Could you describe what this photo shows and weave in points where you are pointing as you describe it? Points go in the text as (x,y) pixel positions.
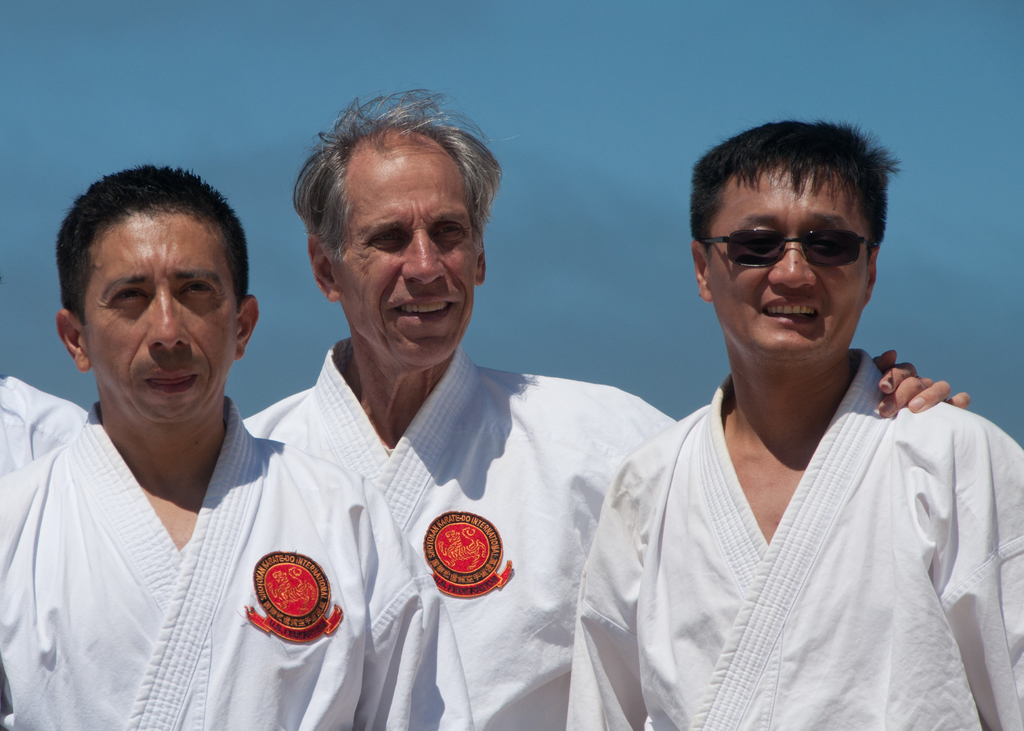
In this image I can see three persons (303,528) wearing white colored dresses (410,624) are standing and I can see one of them is wearing spectacles (816,257). I can see the blue colored background (655,209).
